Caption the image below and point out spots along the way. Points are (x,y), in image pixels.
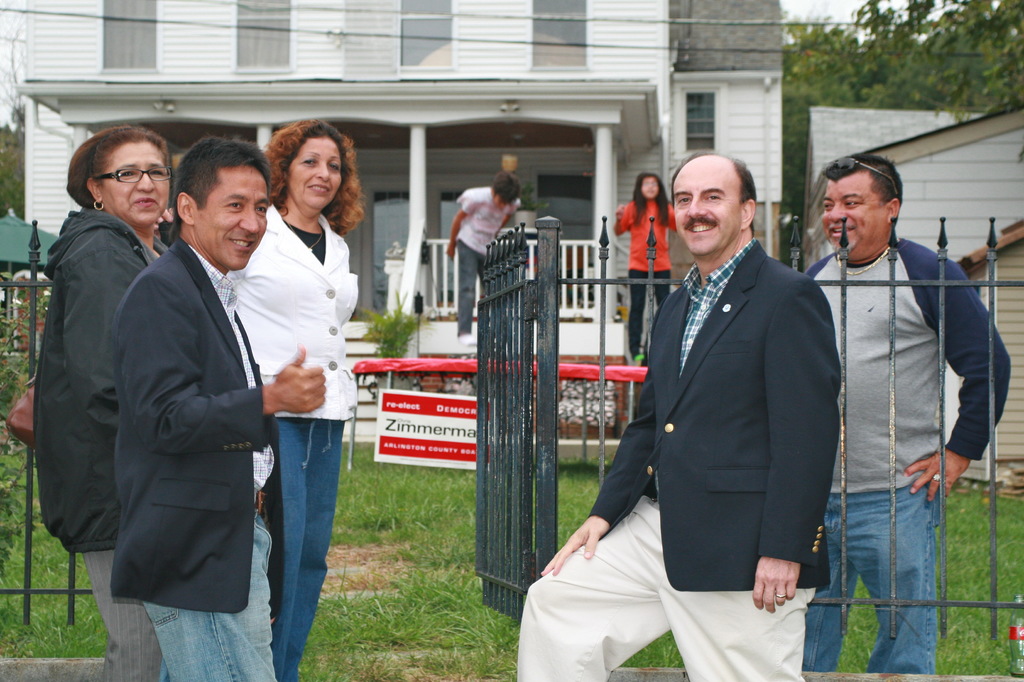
In the picture we can see some people (662,326) are standing near the railing (647,331) and they are smiling and behind the railing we can see one man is standing on the grass surface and he is also smiling and behind him we can see a house (421,329) with some pillars (412,170), and railing (483,288) and two people (637,323) standing near it and beside the house (415,341) we can see some other houses (828,134) and behind it we can see trees (14,172) and some part of the sky (813,13).
